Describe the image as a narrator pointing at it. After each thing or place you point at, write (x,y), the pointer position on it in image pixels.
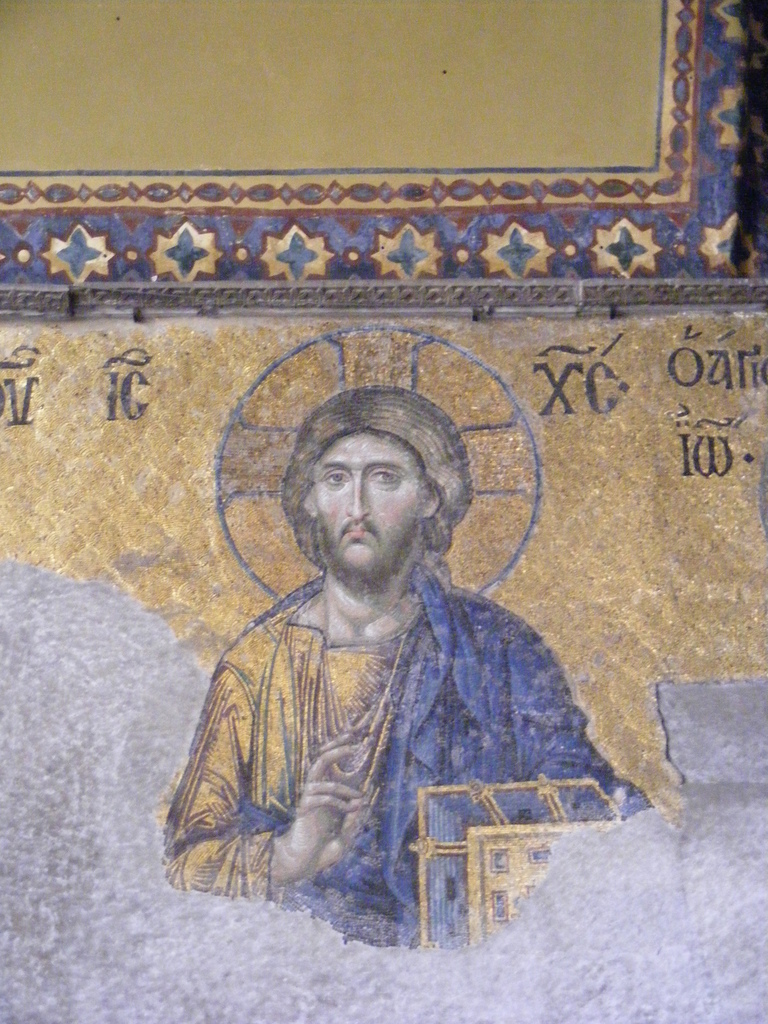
In this image we can see the painting (356,528) of a person (356,528). We can also some design (495,215) and also the text (113,402) on the plain wall (655,509).
